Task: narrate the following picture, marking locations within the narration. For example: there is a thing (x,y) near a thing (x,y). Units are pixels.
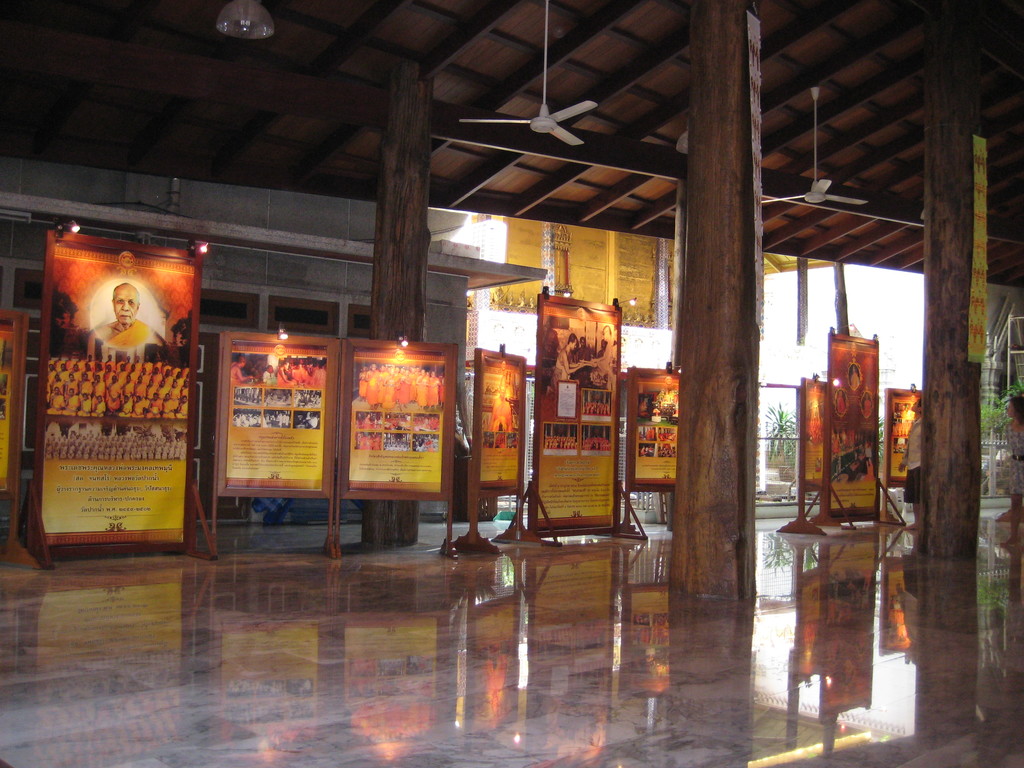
In this image I see number of boards (661,406) on which there are pictures (77,349) of persons (132,333) and I see something is written and I see the floor (650,526) and I see the pillars (408,202). In the background (360,180) I see the fans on the ceiling (661,72) and I see the wall (244,215) and I see the lights (201,252) on the boards (827,386).
